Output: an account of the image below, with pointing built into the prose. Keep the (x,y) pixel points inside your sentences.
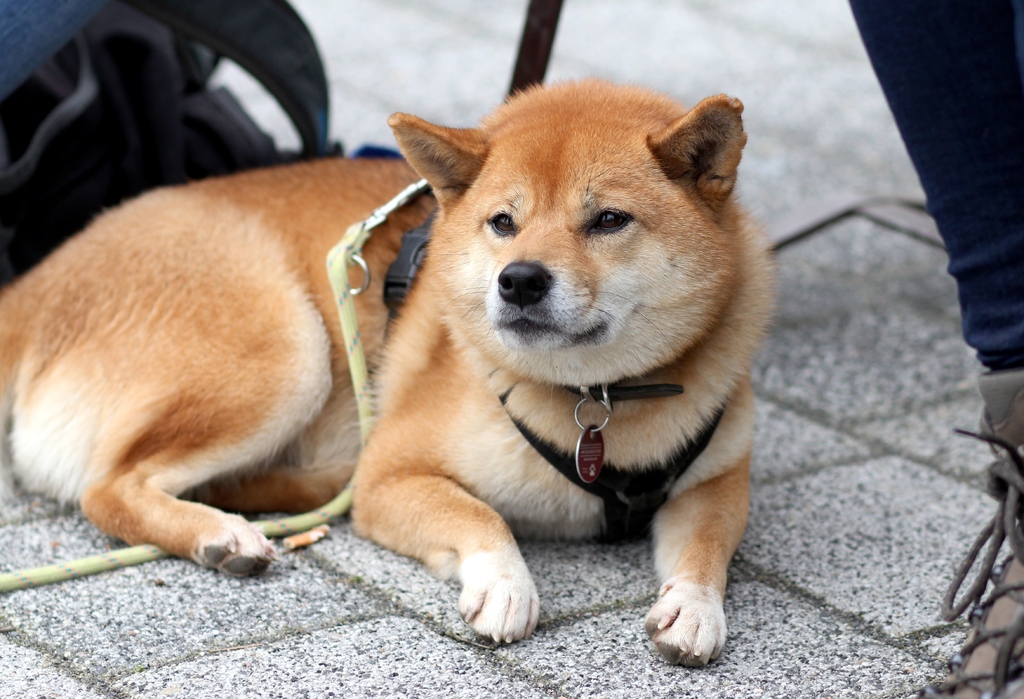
In this picture, there is a dog (490,313) lying on the ground (784,583). Towards the right (999,416), there is a person (901,17). The dog (434,201) is in brown in color.
